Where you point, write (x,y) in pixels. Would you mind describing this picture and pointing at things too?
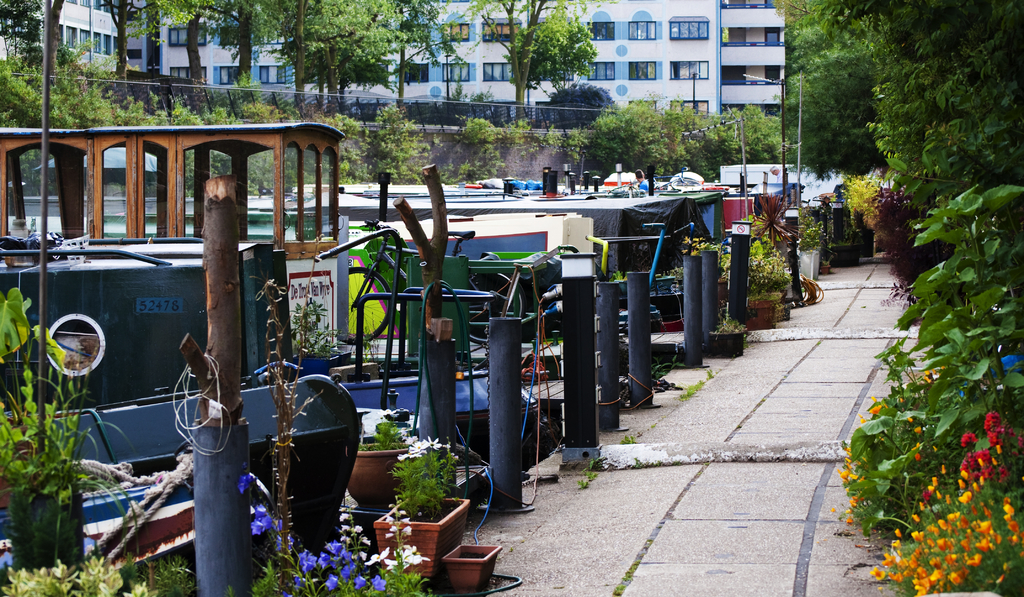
Here in this picture we can see number of plants (437,468) present on the ground (835,388) and on the left side (71,296) we can see number of boats (199,296) present and we can also see other plants (490,158) and trees (355,151) present over there and in the far we can see buildings (110,34) that are fully covered with windows (273,76) over there and we can also see lamp posts (694,70) present.
